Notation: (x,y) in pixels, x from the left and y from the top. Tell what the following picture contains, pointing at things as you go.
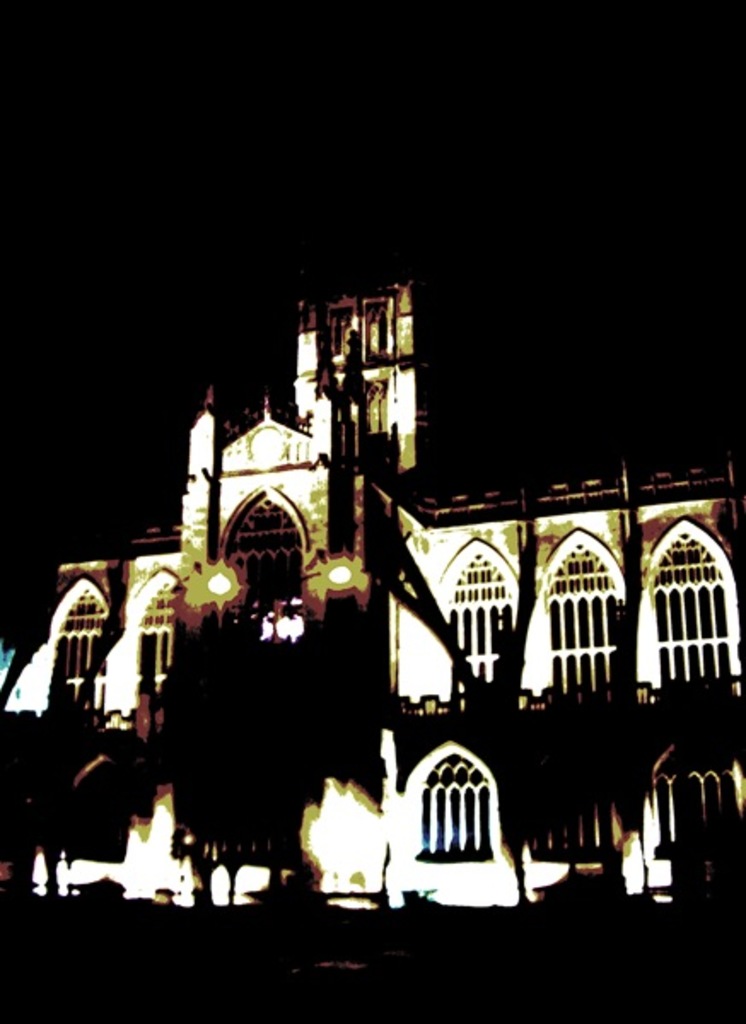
Here in this picture we can see a building (249,667) present over there and we can see windows (67,683) of the building (477,656) and we can see lamp posts (213,583) also present over there.
